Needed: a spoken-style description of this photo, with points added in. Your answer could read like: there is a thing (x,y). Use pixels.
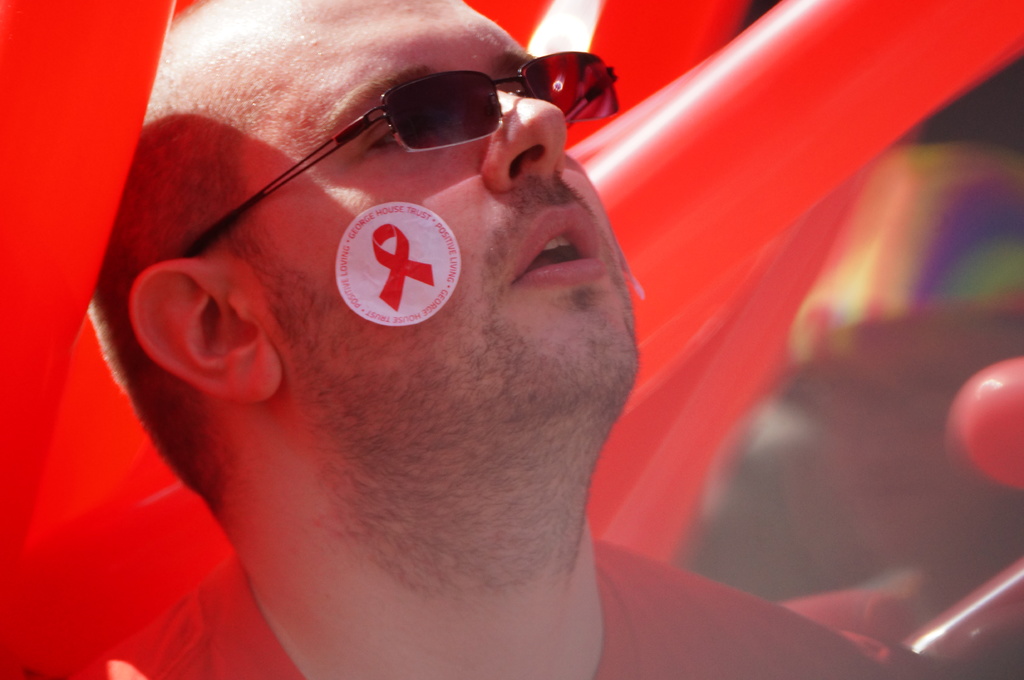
In this image I can see the person (535,594) with red color dress (712,637) and the goggles (411,140). In the background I can see the red color balloons (12,116) and the blurred background (840,388).
